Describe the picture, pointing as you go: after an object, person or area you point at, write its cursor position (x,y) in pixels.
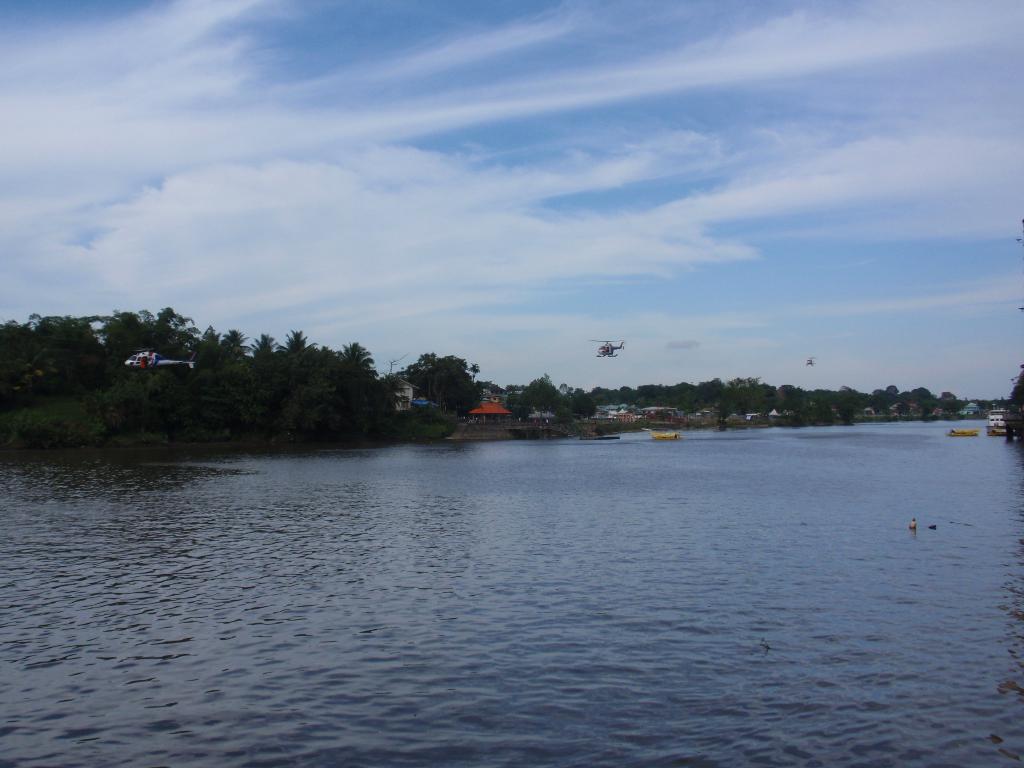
In the center of the image (599,351) we can see trees (284,372), helicopters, houses (658,407), boats (1000,425) are there. At the top of the image (742,131) clouds (745,71) are present in the sky (607,219). At the bottom of the image (532,659) water (504,670) is there.
